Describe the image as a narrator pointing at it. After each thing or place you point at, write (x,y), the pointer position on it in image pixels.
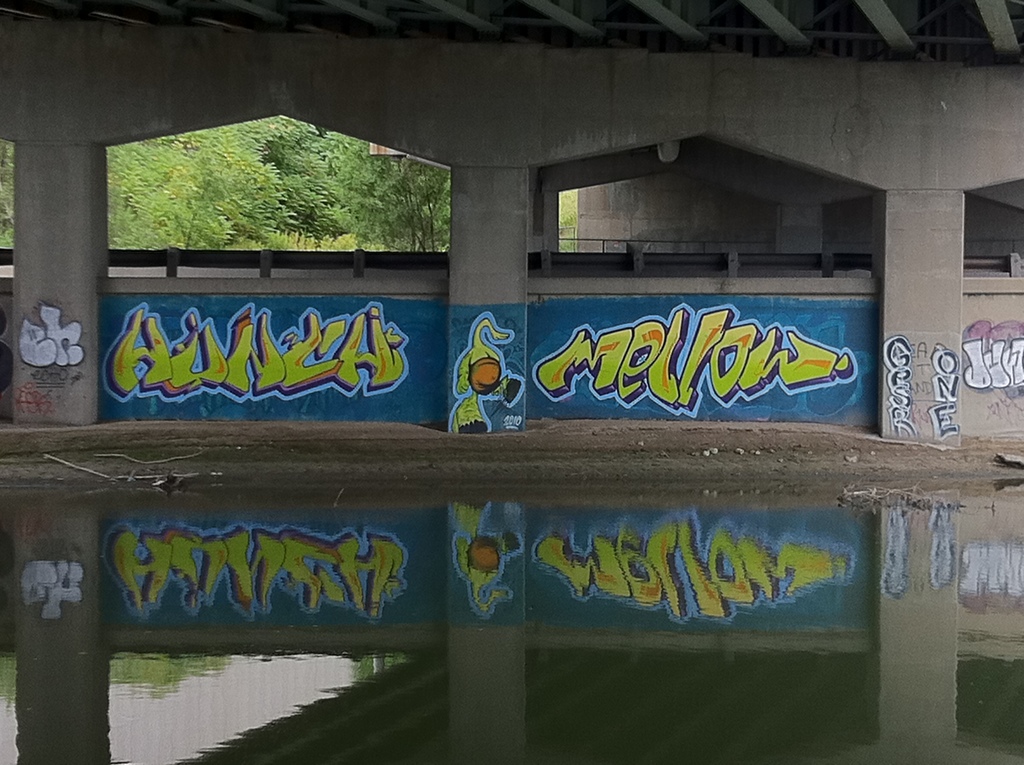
In the image we can see this is an arc building (578,111), water (623,615), sand (692,467) and trees (283,185). This is a painting (638,334).
